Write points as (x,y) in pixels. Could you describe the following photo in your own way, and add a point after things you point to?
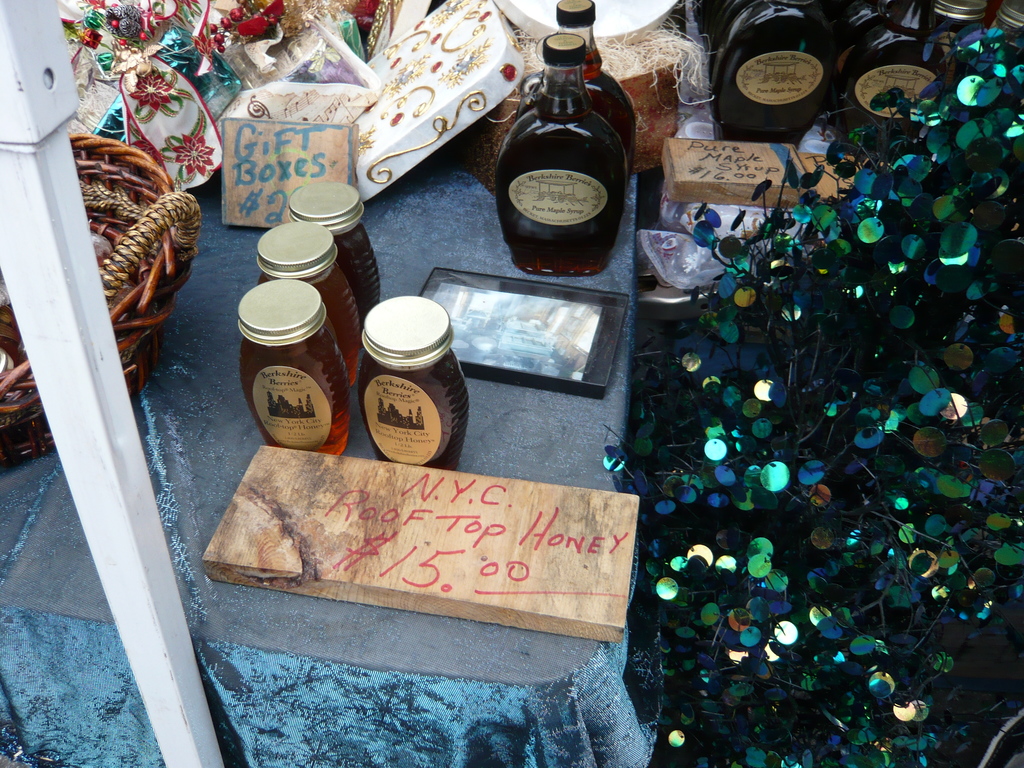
In the image I can see a table (209,407) on which there are bottles (380,321), boxes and to the side there is a fancy plant (886,336).
